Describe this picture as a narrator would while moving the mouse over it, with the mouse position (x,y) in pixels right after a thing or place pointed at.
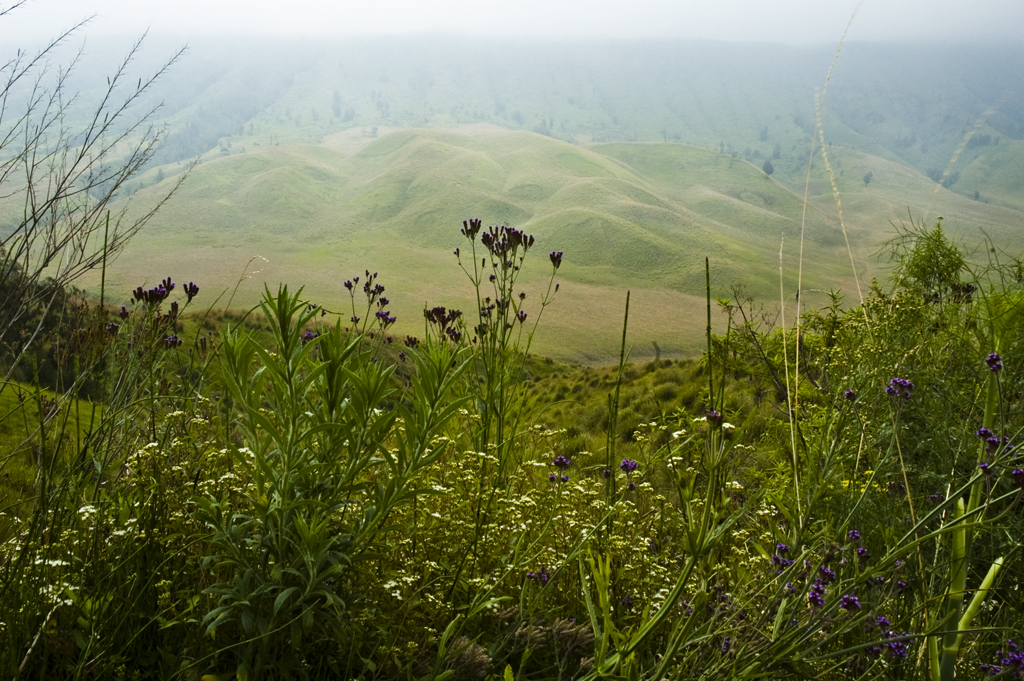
In this picture there are plants (407,538) with purple flowers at the bottom (462,563). On the top (516,140), there are hills (620,139) and sky (557,28).
